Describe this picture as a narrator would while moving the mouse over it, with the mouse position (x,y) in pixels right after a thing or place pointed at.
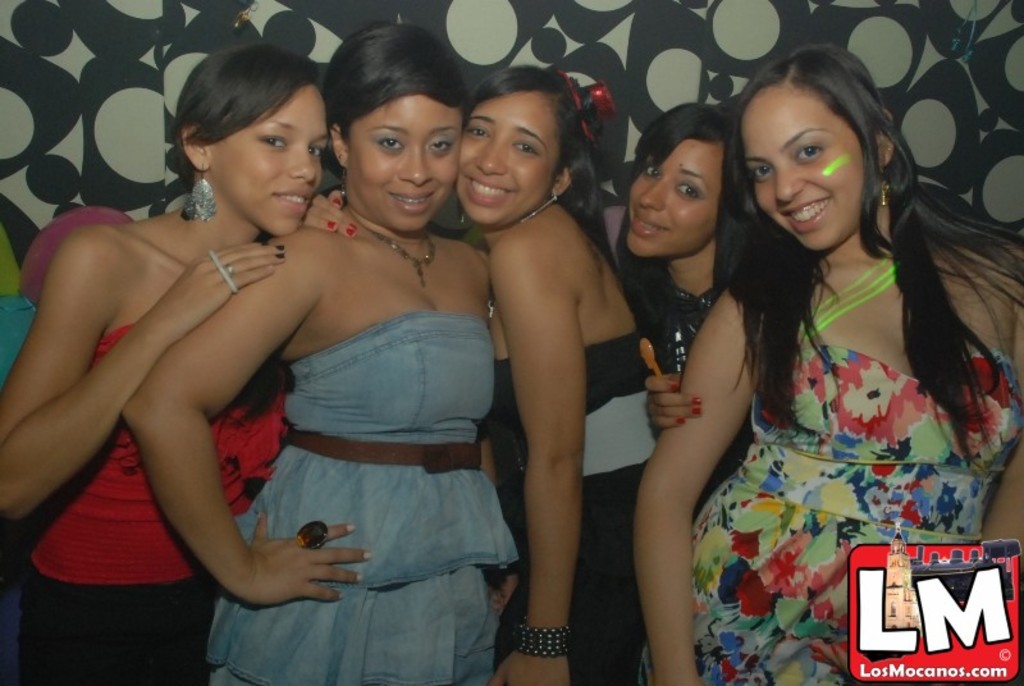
In this image we can see a few people (539,304) standing and smiling, in the background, we can see the designed wall (990,65) and at the bottom of the image (926,659) we can see a logo (906,663).
